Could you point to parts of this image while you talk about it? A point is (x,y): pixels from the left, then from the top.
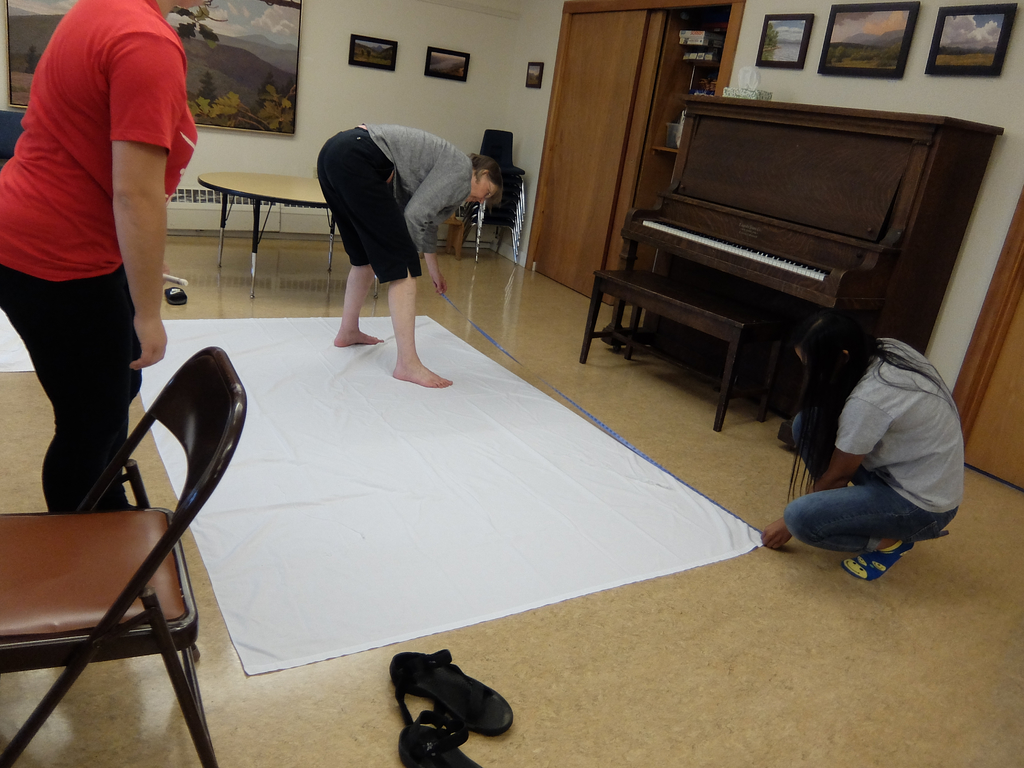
Bottom right side of the image (886,553) a person (936,474) is sitting and holding a tape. In the middle of the image (427,373) a woman (478,179) is standing and holding a tape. She is standing on a cloth (544,436). Top right side of the image (853,177) there is a piano (821,116). Behind the piano (821,116) there is a wall (764,81) on the wall (994,111) there are three frames (983,5). Bottom left side of the image (26,578) there is a chair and chappal (412,760). Top left side of the image (148,43) a person (154,113) is standing. Behind the person (84,59) there is a wall (358,8) on the wall (508,69) there are some frames (208,74). In the middle of the image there is table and there are some chairs (514,194) and there is a cupboard (595,96).
